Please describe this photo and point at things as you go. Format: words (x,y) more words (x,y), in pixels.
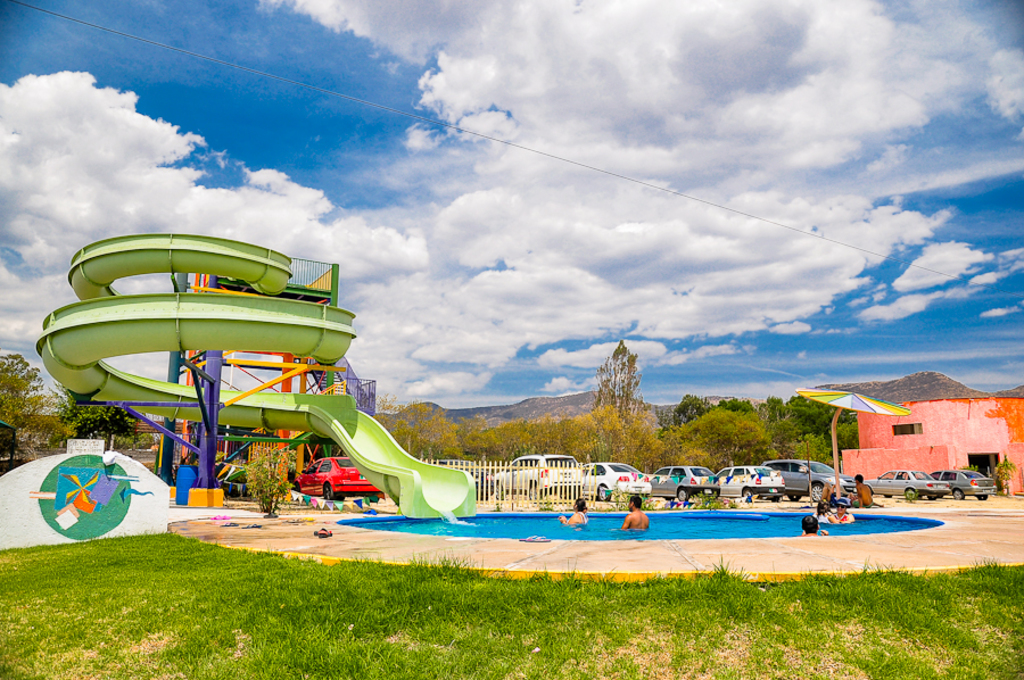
In this image in the center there is one swimming pool (744,527) and some people (812,528) are swimming, at the bottom (498,619) there is grass (599,615). On the left side (199,335) there is one slope (195,332), car (354,469) and some plants (265,469) and poles (207,409). And on the right side (938,491) there are some cars (800,496), fence (537,500), umbrella (851,409) and in the background (579,415) there are some mountains (574,412) and trees (761,407). On the top of the image (415,129) there is sky (786,224).
